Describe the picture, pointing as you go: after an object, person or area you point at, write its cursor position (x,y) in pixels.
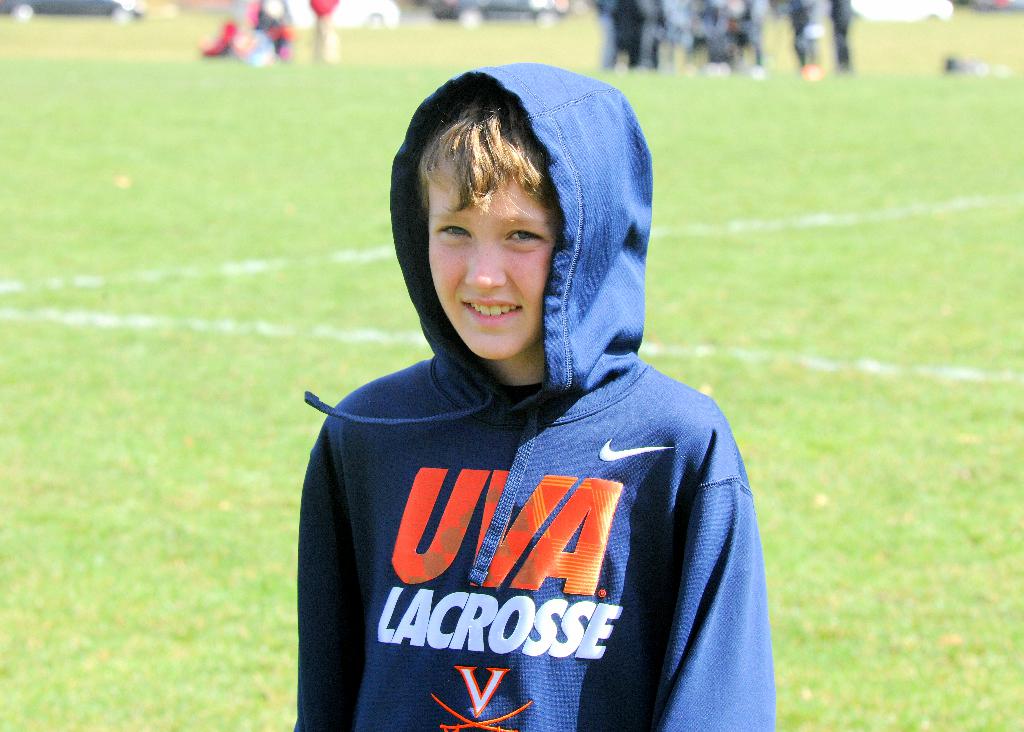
In this picture we can see a kid (553,430) standing and smiling, at the bottom (905,548) there is grass (860,368), in the background (820,74) we can see some people (680,21) standing, there is a blurry background (660,29).
